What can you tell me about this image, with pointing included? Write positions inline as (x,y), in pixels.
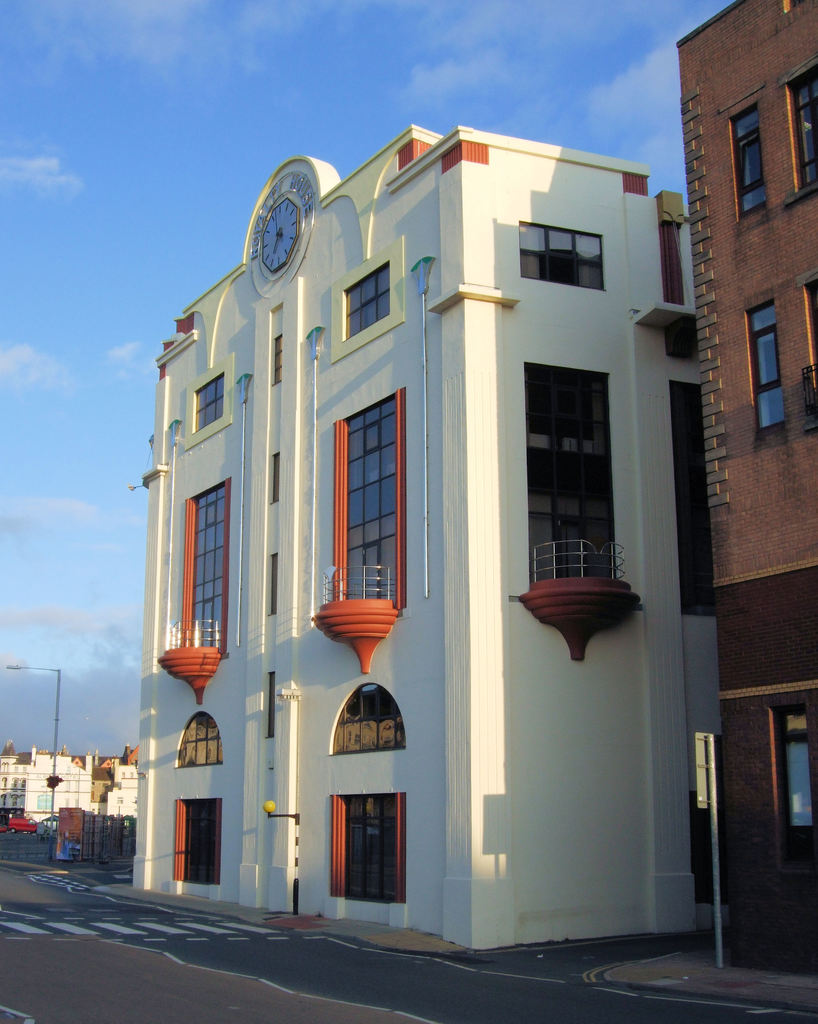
In this image there are buildings (263,758), pole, road (654,1020), cloudy sky (651,50), clock (269,213) and objects (70,855).
